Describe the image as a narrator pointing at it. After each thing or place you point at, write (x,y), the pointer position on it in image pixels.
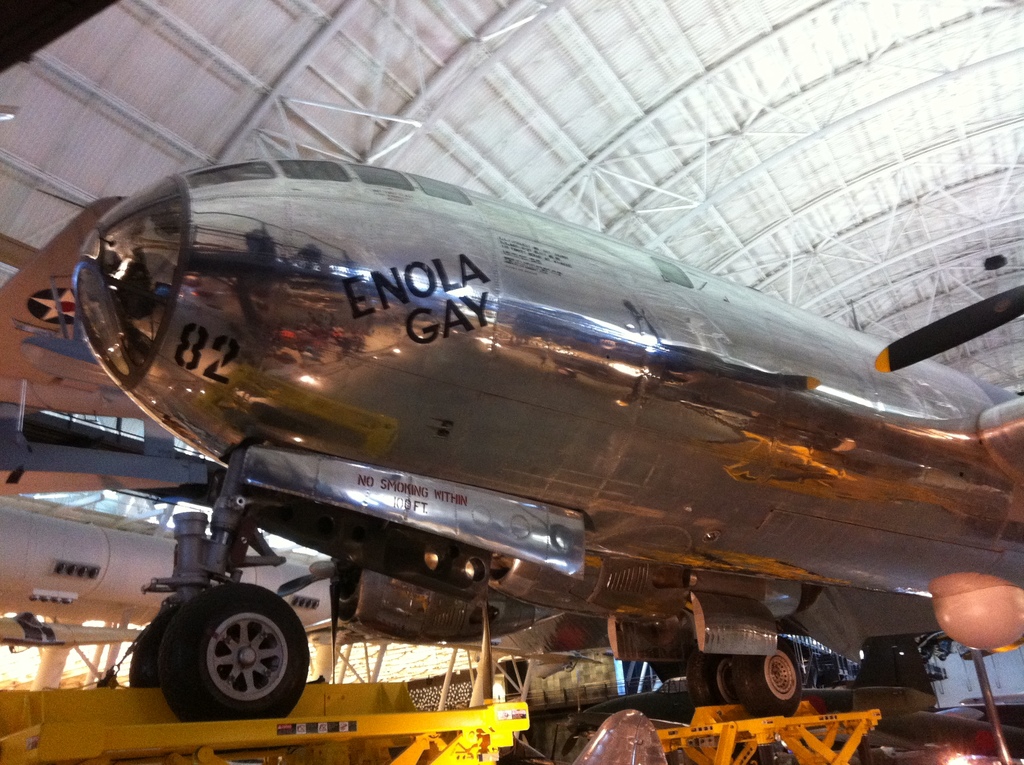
In this image we can see an airplane (668,396) with wheels (276,611) is placed on stands (499,719). In the background (984,347), we can see some planes (70,272), metal tube (79,548), poles (725,184), shed (499,136) and some lights (957,763).
